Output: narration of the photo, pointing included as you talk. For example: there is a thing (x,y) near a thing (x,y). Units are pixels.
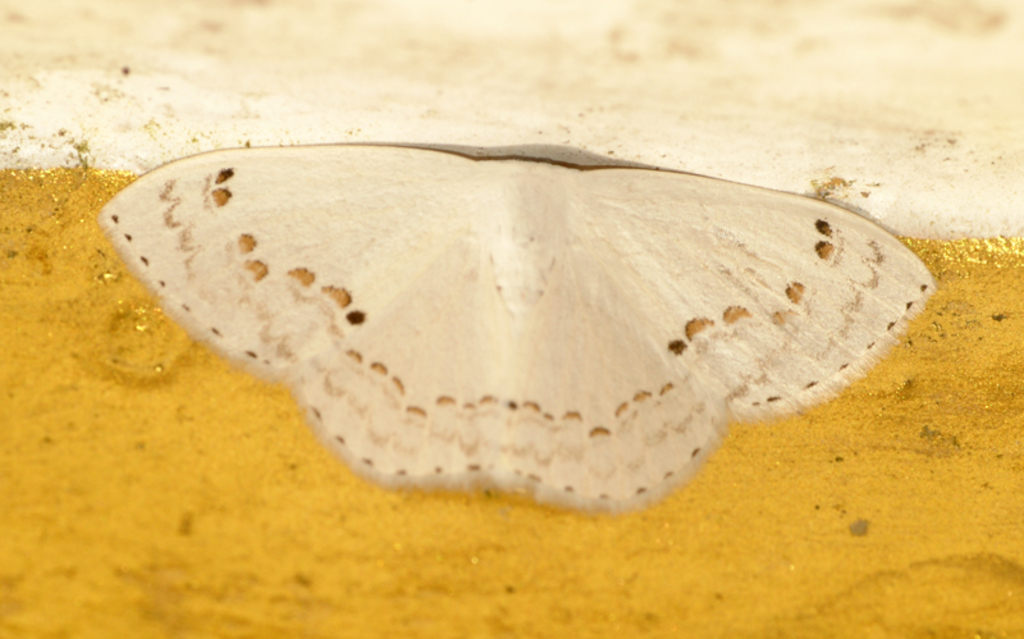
In the middle of the image (437,309) there is a butterfly (513,171) on the surface (761,497). The surface (205,481) is golden yellow in color.
